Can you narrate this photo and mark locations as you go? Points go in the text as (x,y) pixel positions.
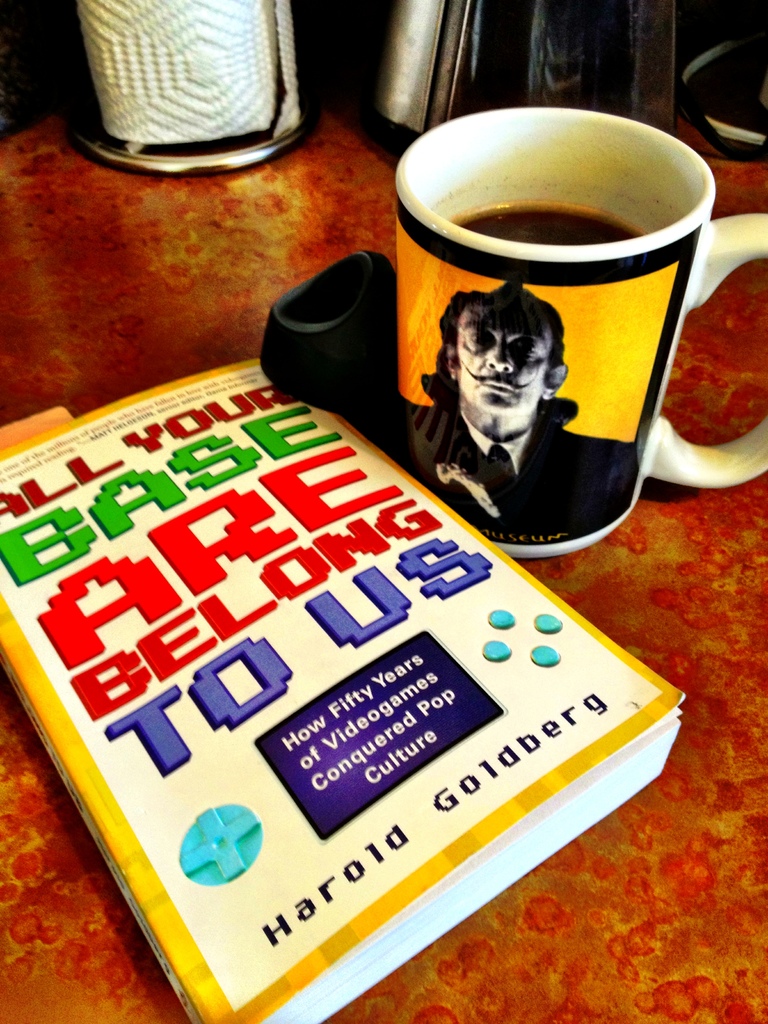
In this image there is a table (150,273) truncated, there are objects (400,464) on the table (383,237), there are objects (163,37) truncated towards the top of the image (202,64), there is a cup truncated towards the right of the image (670,186), there is a book (302,962) truncated towards the bottom of the image (241,1000), there is a book (186,974) truncated towards the left of the image (79,552).
